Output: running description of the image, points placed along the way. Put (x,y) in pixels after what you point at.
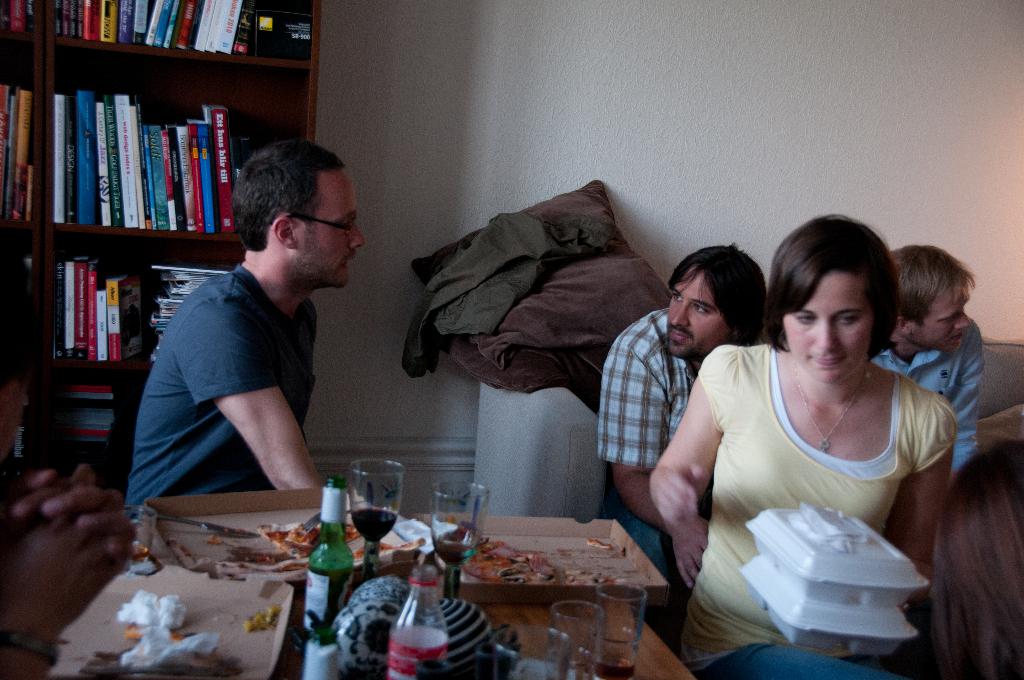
This picture is clicked inside a room (480,127). There are two people (660,351) sitting on couch (996,394). On the couch (995,390) there are cushions (525,342) and a jacket (501,299). The woman (719,446) to the right corner (725,440) is holding boxes (822,579) in her hand (912,550). In front of them there is a table (662,664) and on it there are glasses (611,633), wine bottles (339,581), boxes (221,589), pizza (280,533) and crockery (462,626). To the left corner of the image (129,261) there is a rack (176,91) and many books (146,135) are placed in it. In the background (640,73) there is wall (655,71).
